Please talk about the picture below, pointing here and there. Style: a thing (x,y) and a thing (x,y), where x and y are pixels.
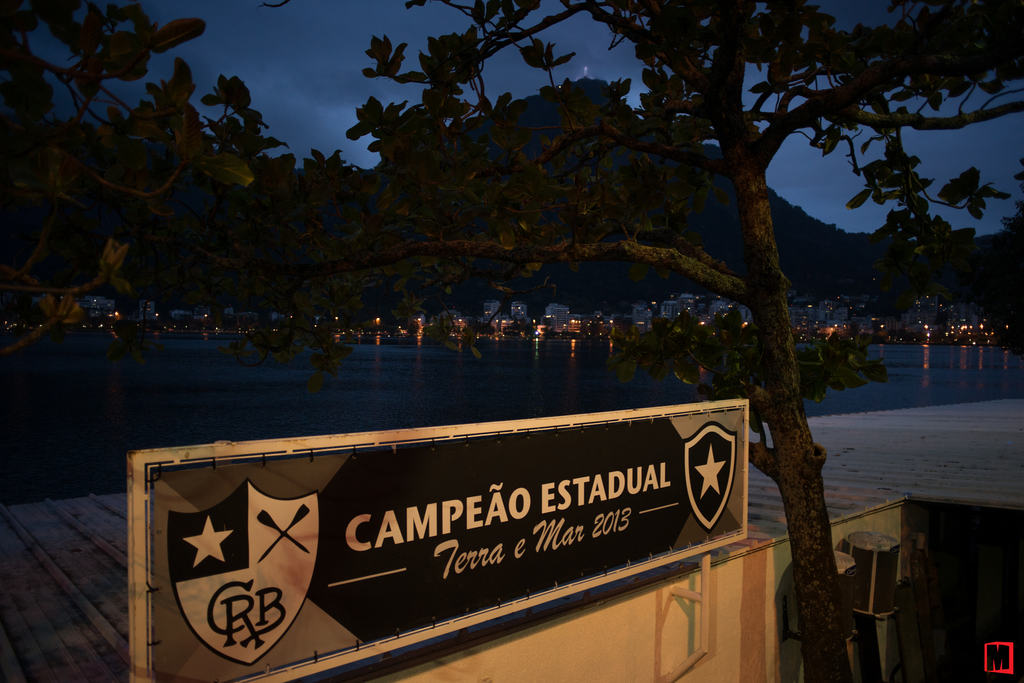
In this image we can see sky (302,58) with clouds (289,54), hills (547,110), trees (505,149), buildings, walkway bridge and a name board (607,521).
